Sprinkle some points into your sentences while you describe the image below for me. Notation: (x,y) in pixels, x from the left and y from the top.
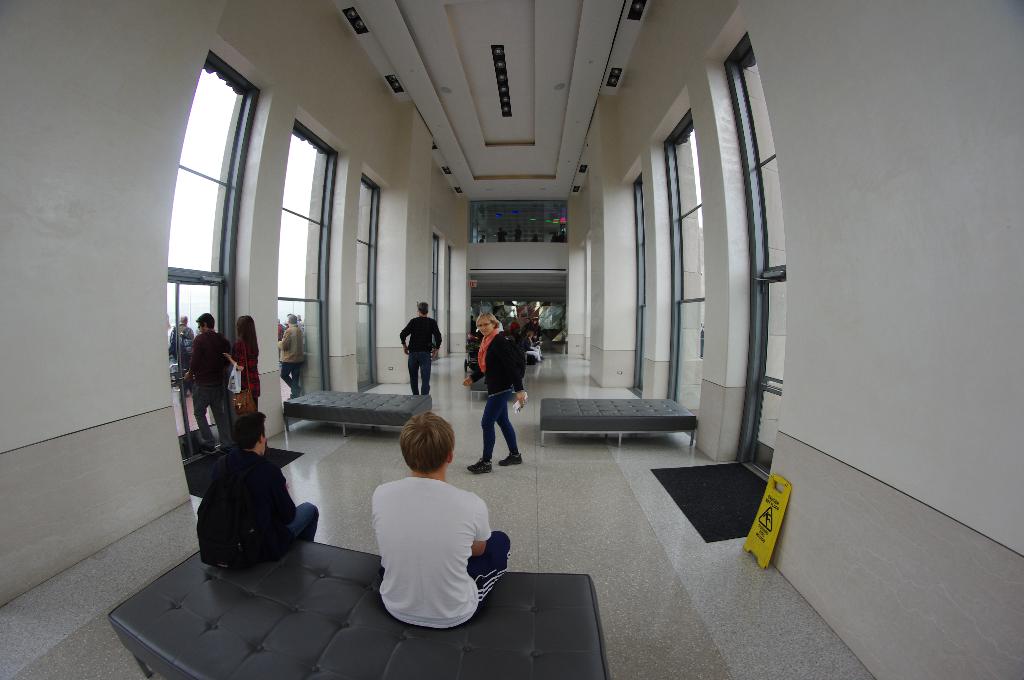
In this picture we can see an inside view of a building (573,270), on the left side (301,334) there are some people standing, there are two persons (425,577) sitting in the front (315,539), we can see two persons (499,396) are walking in the middle (499,380), there are three couches (561,417) in the front (462,624), on the right side (759,369) and left side (284,303) there are glasses (685,325), we can see a caution board (772,515) on the right side (762,537).
